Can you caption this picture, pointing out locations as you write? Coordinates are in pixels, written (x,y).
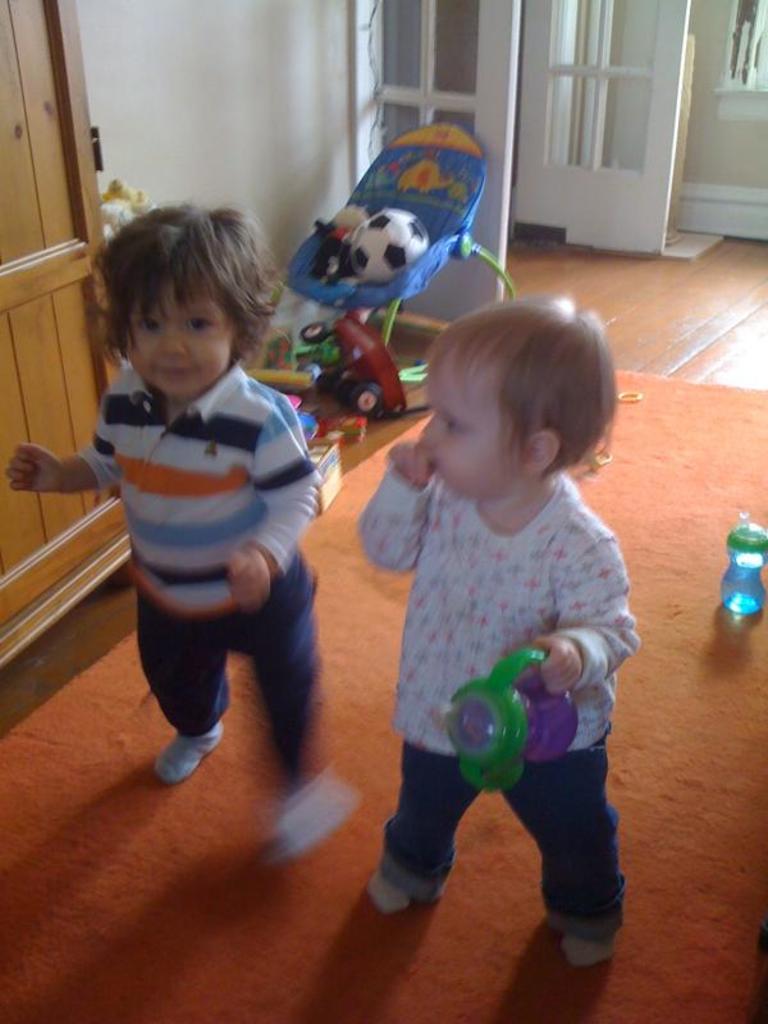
In this image we can see two children (328,816) standing on the mat (373,753). We can also see a bottle (725,593) and a ball (361,270). On the backside (370,413) we can see a trolley (363,400) on the floor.
